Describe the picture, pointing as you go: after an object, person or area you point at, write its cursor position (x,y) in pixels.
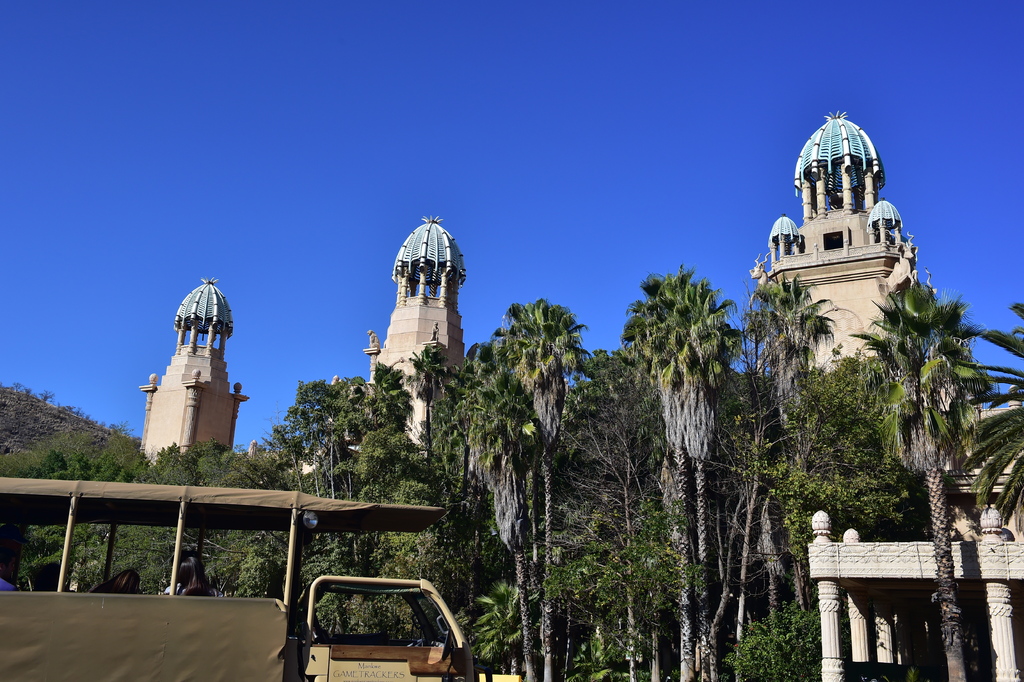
On the left side (192,641), there is a vehicle (287,640). In the background (477,624), there are trees (715,409), there are buildings (963,552), there is a mountain (2,408) and there is blue sky (420,60).
